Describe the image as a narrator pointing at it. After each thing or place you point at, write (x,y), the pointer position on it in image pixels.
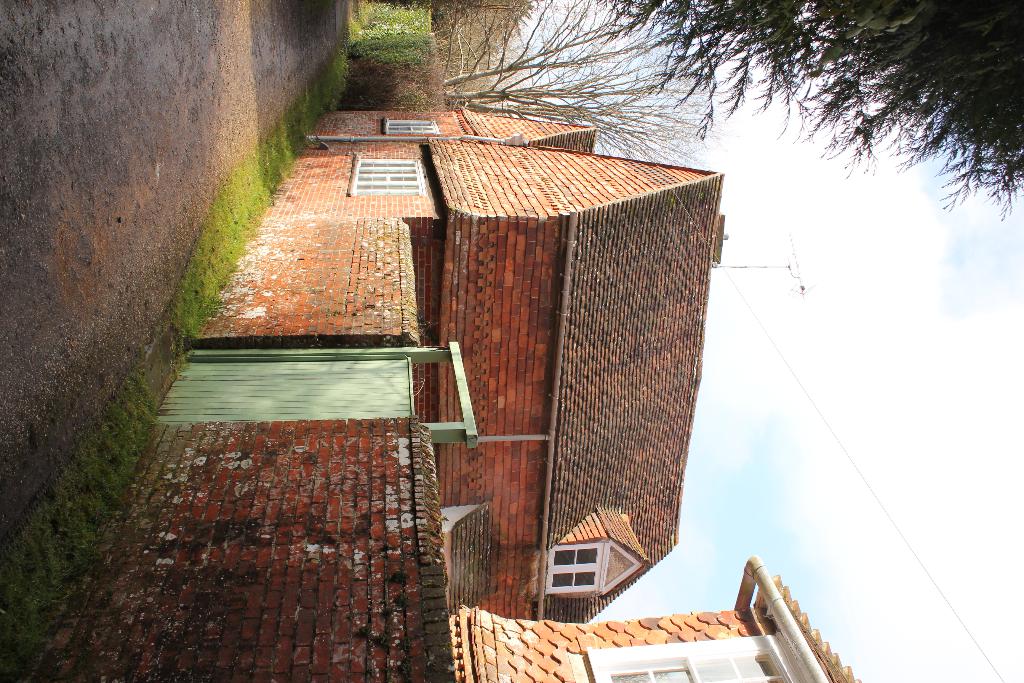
In this picture I can see houses (410,220), wall (419,229), windows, door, pipe (494,139), antenna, plants (417,75), trees (607,124), and in the background (823,363) there is sky (843,439).
